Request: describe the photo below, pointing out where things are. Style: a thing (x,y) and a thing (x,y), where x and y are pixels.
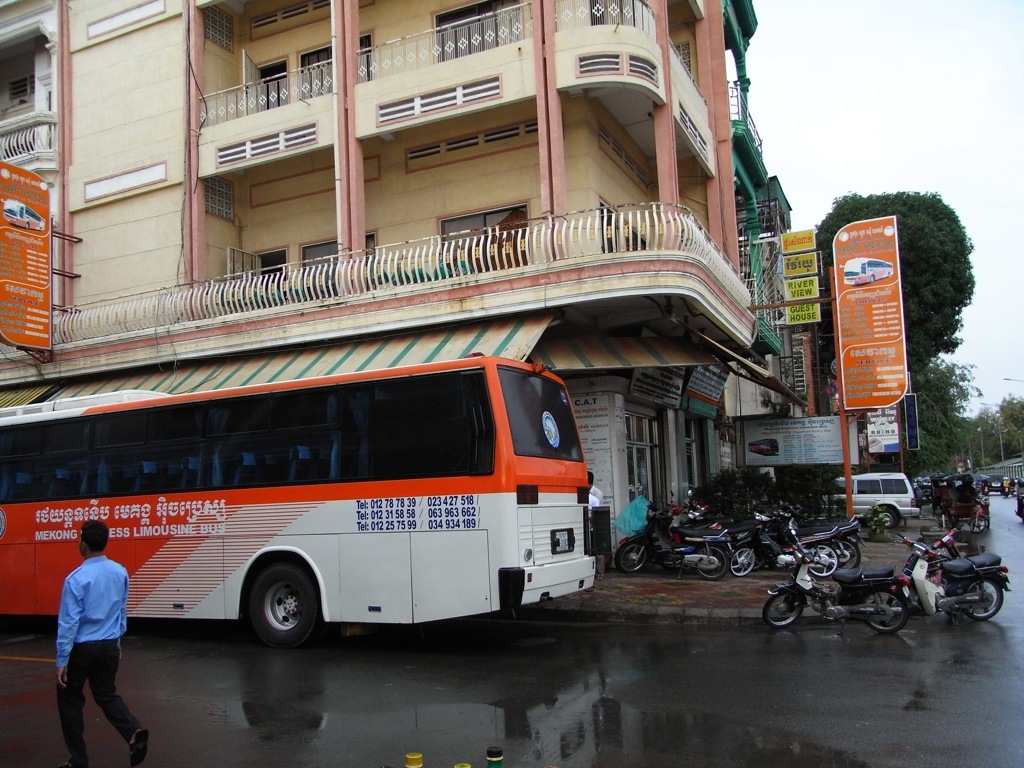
In this image we can see a man (66,665) on the left side (61,690) is walking on the road (194,681) and there are vehicles (298,627) on the road (802,698). In the background (309,331) there are trees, buildings (545,96), doors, windows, fences (470,35), poles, hoardings (899,285) and clouds (779,12) in the sky (827,82).
